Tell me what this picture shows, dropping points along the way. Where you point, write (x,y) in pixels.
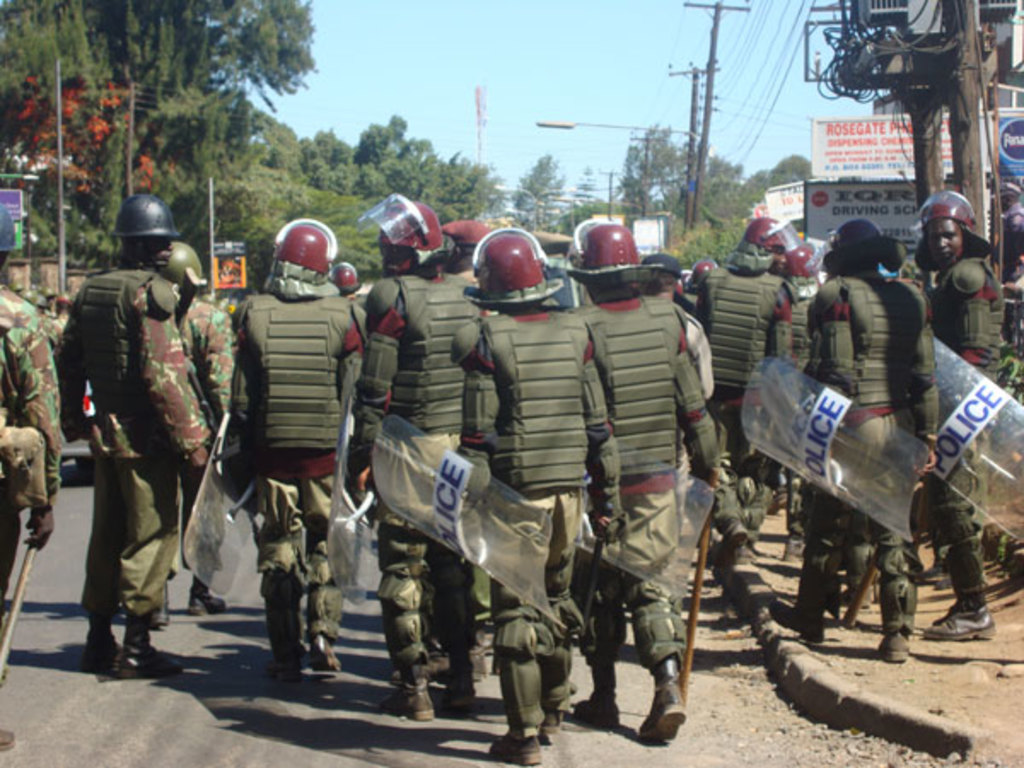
In this image we can see a few people (498,380) wearing helmets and holding the objects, there are some poles (693,172), wires (870,51), lights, trees (658,203) and boards (862,159) with some text (857,139), also we can see a transformer (912,67) and the sky (750,44).
